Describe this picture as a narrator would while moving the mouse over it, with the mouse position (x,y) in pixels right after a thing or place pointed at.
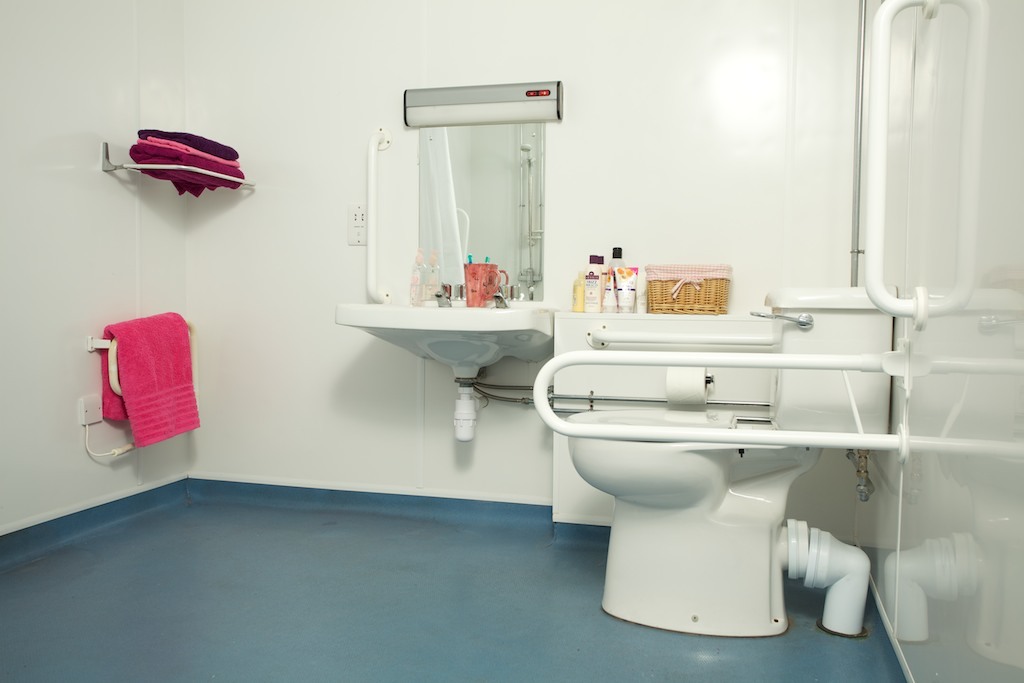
In the picture we can see a washroom (505,568) with a toilet seat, beside it we can see a white color desk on it we can see some bottles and creams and beside it we can see a sink (399,306) which is white in color and on it we can see a stand (496,268) with brushes (486,259) in it and to the wall (329,307) we can see a mirror (453,277) and beside it we can see a rack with clothes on it and under it we can see a hanger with towel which is pink in color and to the floor (99,551) we can see a blue color mat (494,548).
